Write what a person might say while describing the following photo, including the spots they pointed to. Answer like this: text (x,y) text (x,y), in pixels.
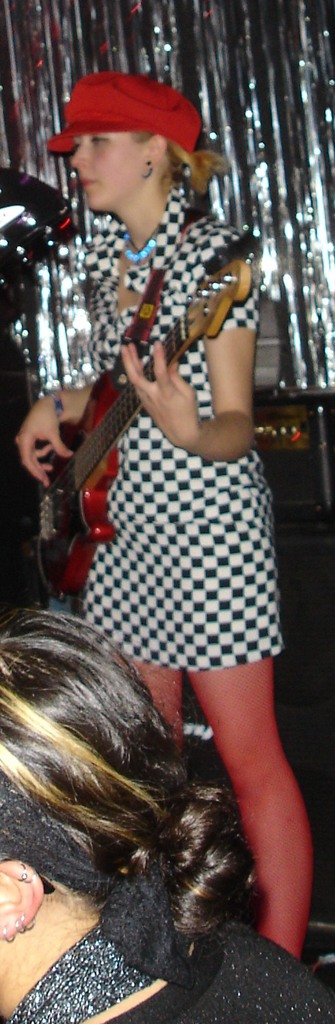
In the image we can see there is a woman (248,519) who is standing and holding guitar (103,451) in her hand (160,398).
